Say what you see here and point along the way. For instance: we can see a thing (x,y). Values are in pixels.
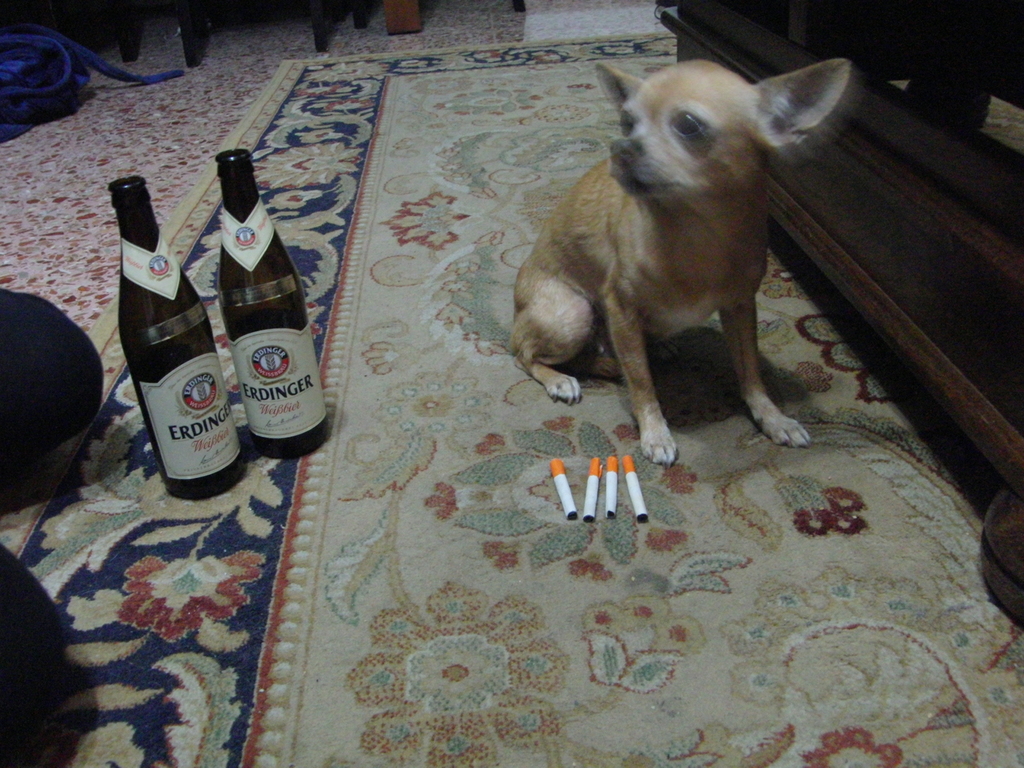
On the right of this picture (706,166) we can see a dog (629,294) sitting on the floor mat (794,451) and we can see a wooden object (853,300) and we can see two glass bottles (257,328) and cigarettes (561,496) are placed on the mat (64,497) and we can see some other objects (36,629).
